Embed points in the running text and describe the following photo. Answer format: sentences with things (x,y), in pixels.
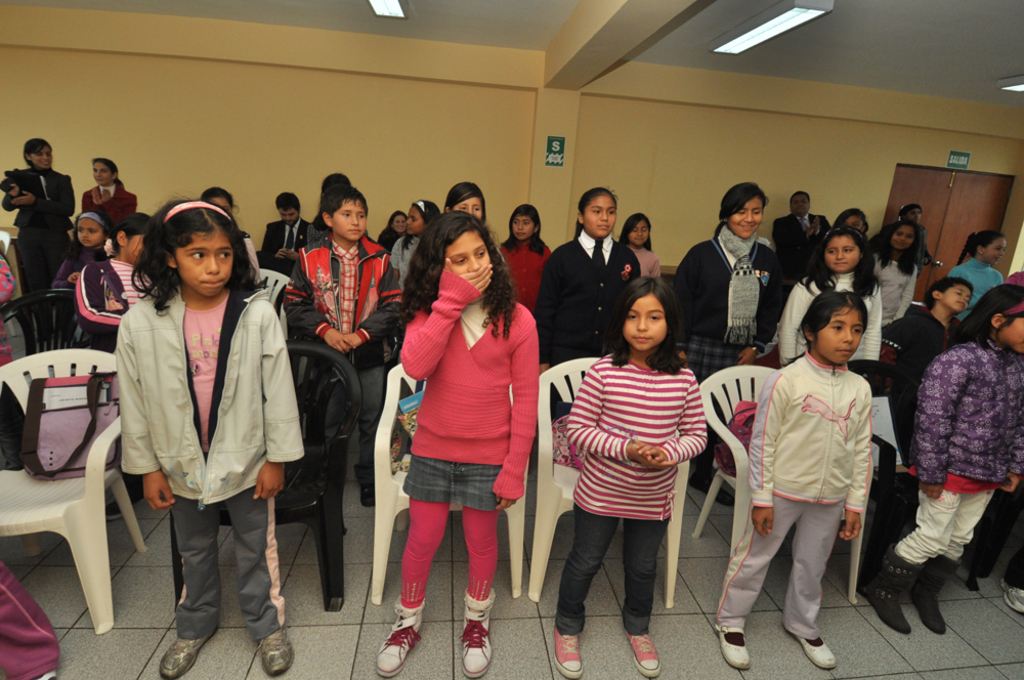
In this picture, we see the children (505,342) are standing. Behind them, we see chairs (755,385) on which bags (99,420) and books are placed. These chairs (325,424) are in white and black color. In the background (466,115), we see a yellow wall (386,98) and a brown door (939,247). At the top (833,68), we see the ceiling (718,63) of the room (701,75).
